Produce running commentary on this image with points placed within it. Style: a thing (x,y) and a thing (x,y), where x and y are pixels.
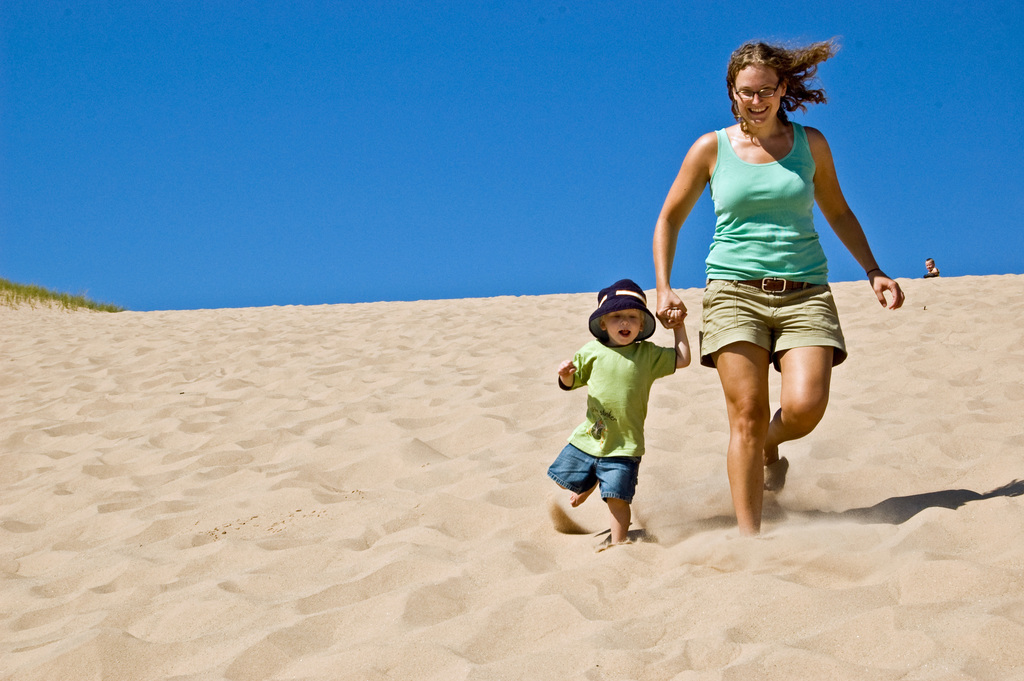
This image consists of a woman (732,417) and a boy (634,385) walking in the desert (533,575). At the bottom (429,587), there is a sand (706,579). The boy (625,437) is wearing a hat (611,301). At the top (419,154), there is a sky (361,156).
